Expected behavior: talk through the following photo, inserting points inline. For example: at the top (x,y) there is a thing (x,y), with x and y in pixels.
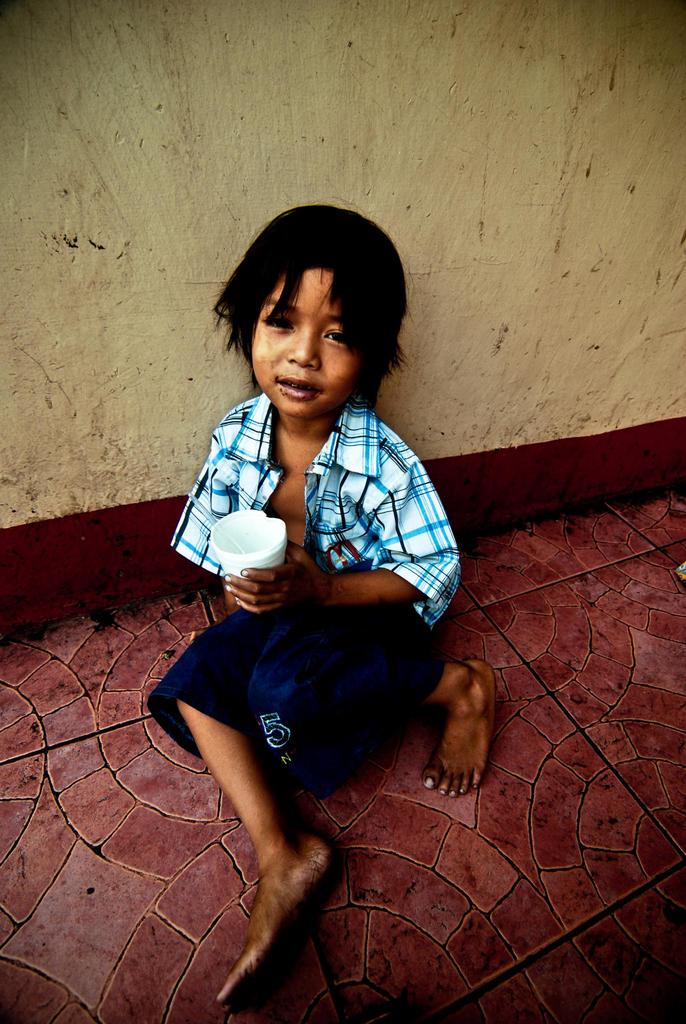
In this image I can see in the middle (378,500) a boy (367,652) is sitting, he is wearing a shirt (387,542), short (314,677) and also he is holding a glass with his hand (267,596).
